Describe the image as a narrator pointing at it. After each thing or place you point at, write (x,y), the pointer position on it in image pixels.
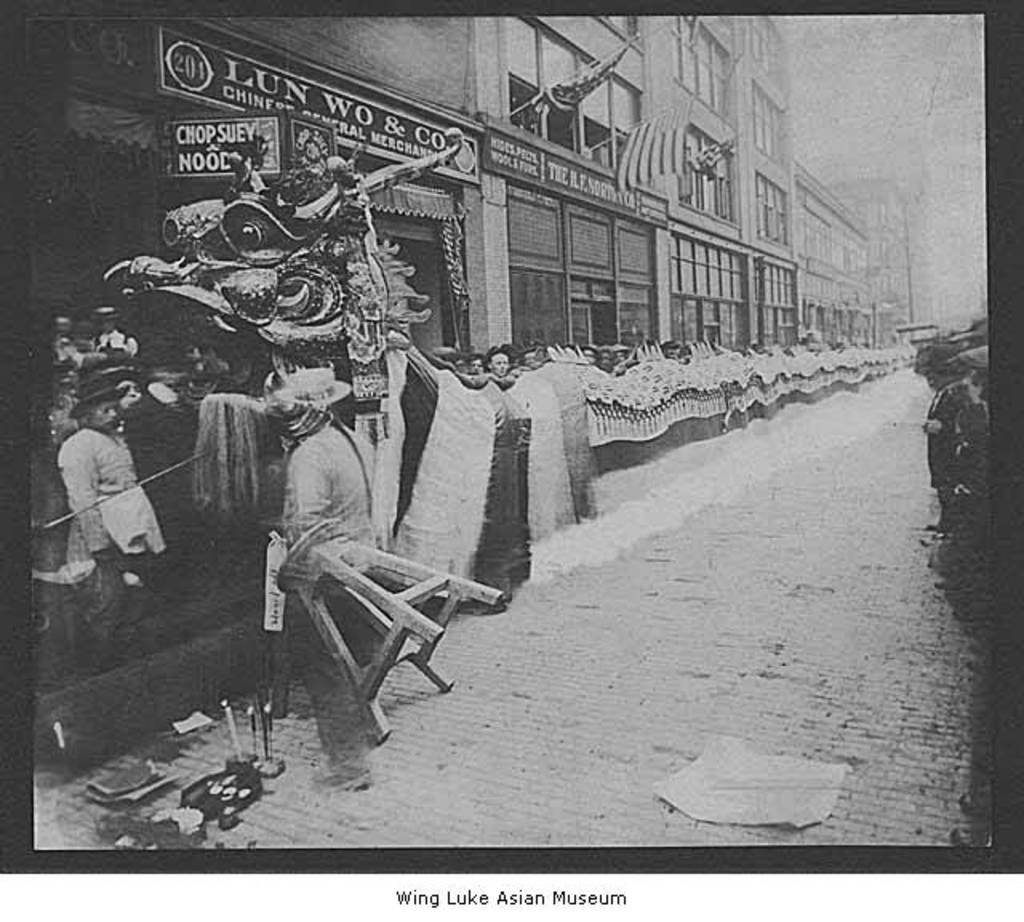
This is an black and white image. Beside the road (902,377) there are many people (301,502). Here there is a dragon like structure (511,389). In the background (216,140) there are buildings (494,175).
